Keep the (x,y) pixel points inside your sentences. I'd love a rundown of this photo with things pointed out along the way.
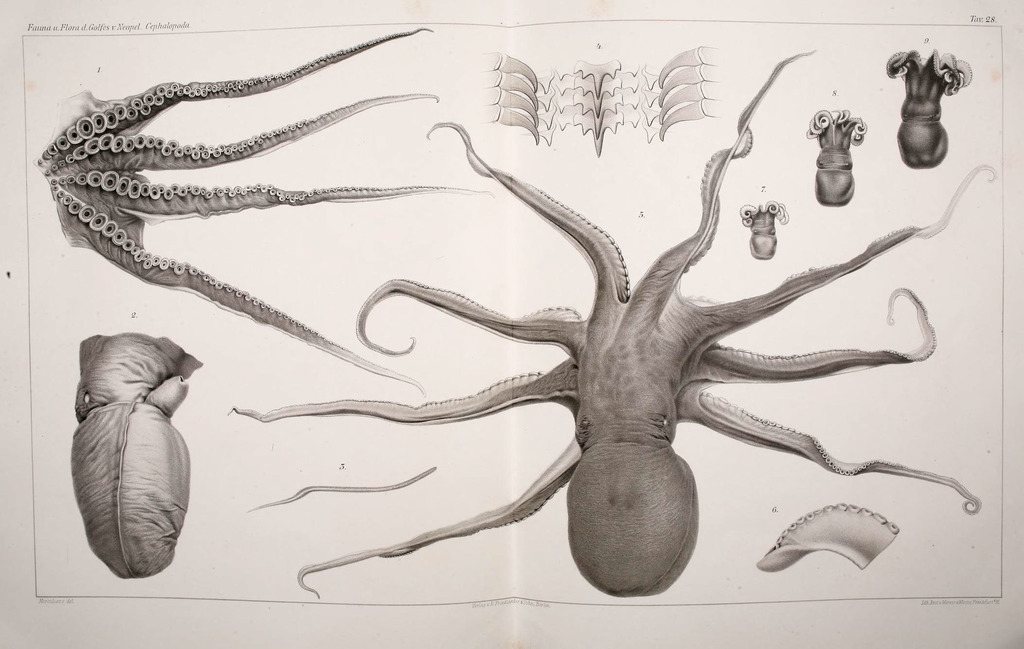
This is a picture of a poster (965,107) with some information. We can see water animals (654,577) and its parts (918,362).
